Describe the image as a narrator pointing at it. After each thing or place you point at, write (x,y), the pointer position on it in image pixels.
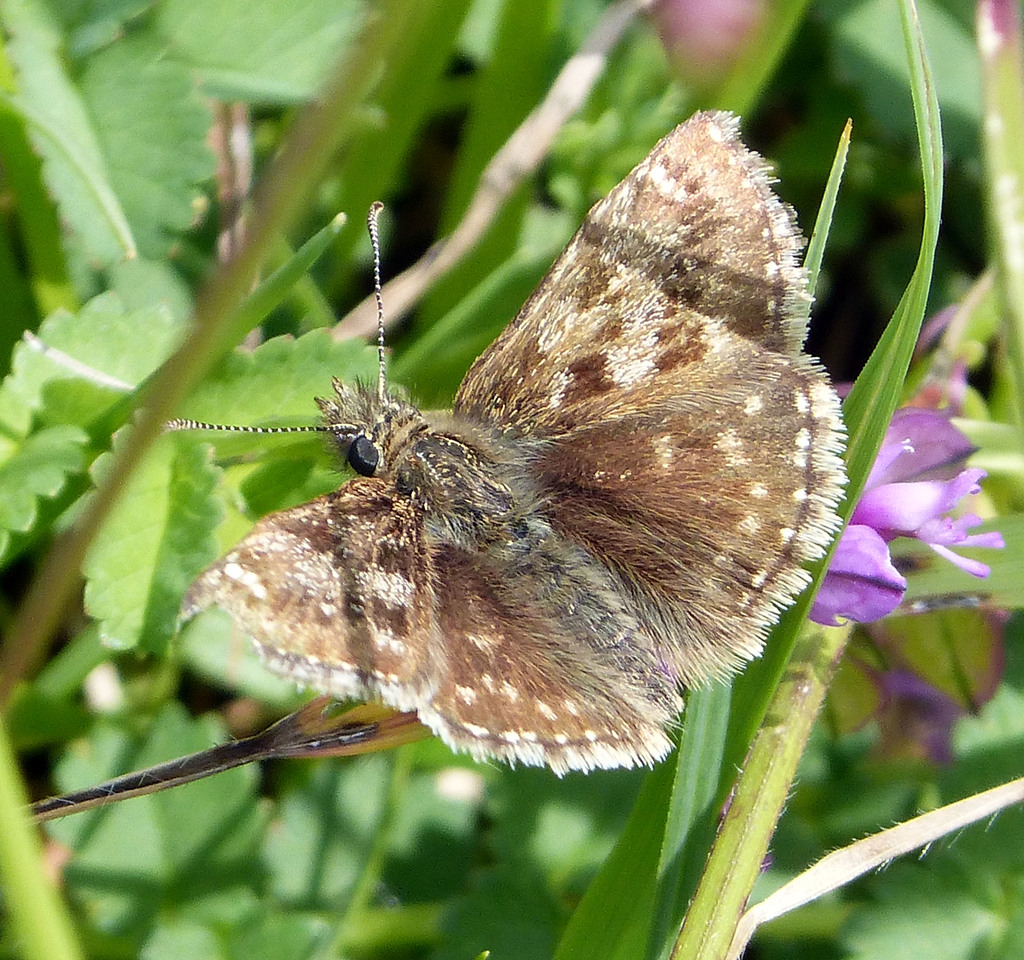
In this picture we can see a butterfly (568,767) and in the background (565,813) we can see plants (615,919) and flowers (950,708).
